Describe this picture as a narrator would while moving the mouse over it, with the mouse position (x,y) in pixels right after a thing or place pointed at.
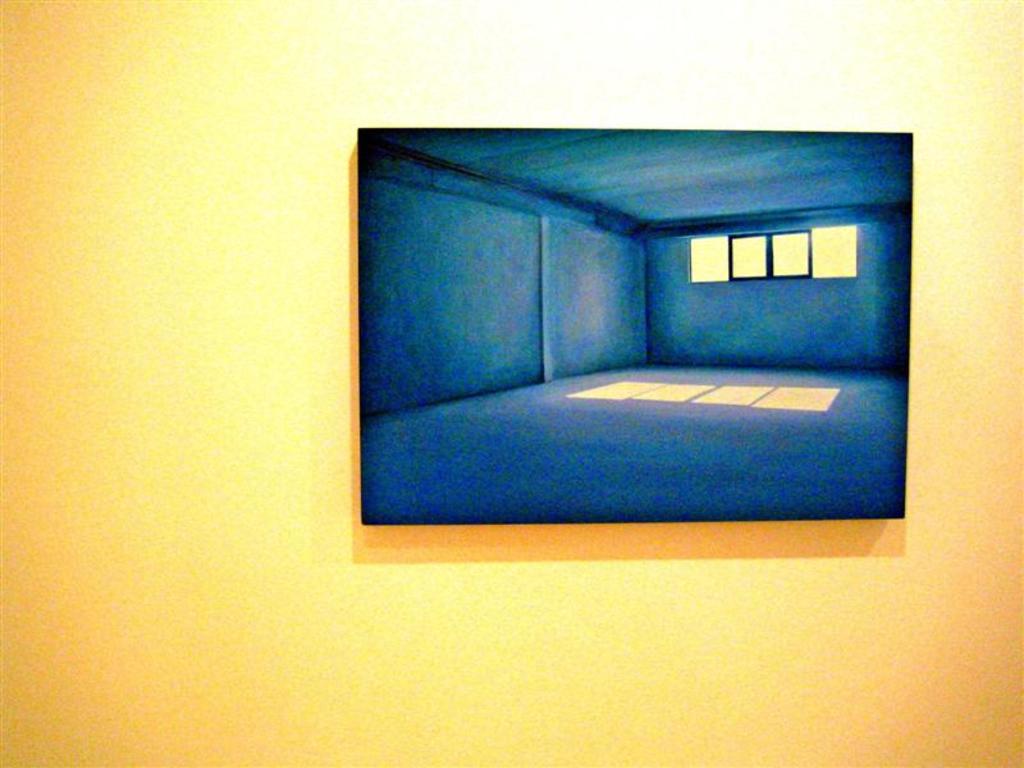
In this image there is a picture frame (517,518) on the wall (253,616). It is a painting (676,297). There are walls (889,311) and windows (832,263) painted in the picture frame (546,462).
